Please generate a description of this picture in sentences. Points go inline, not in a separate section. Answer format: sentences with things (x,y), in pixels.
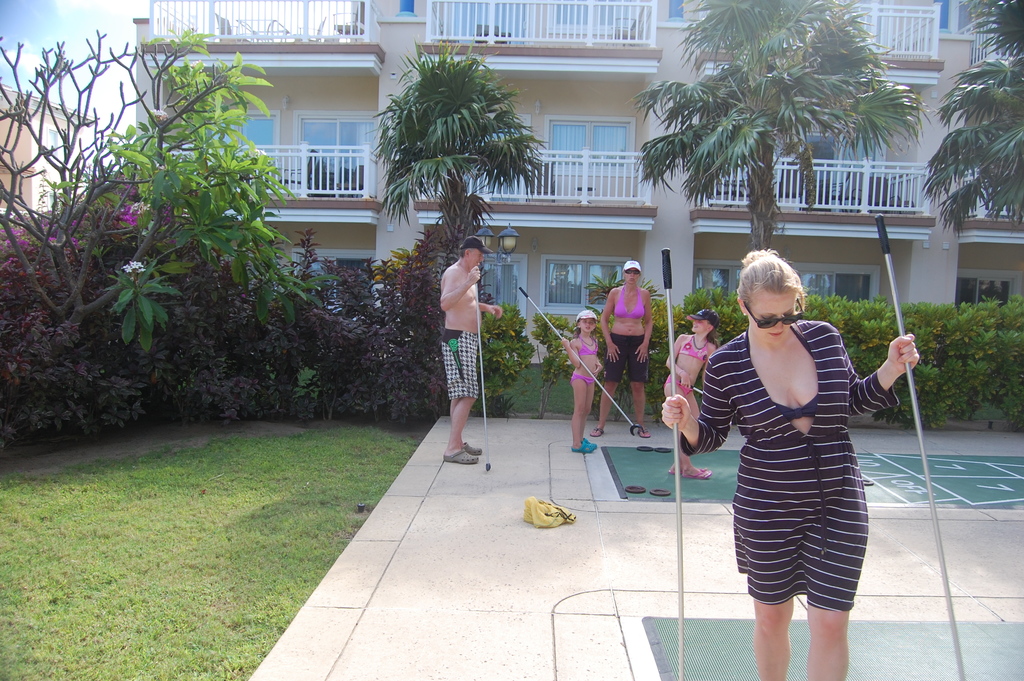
This is an outside view. Here I can see few people (648,350) are standing by holding some sticks (921,425) in the hands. On the left side (165,615), I can see green color grass (183,519). In the background (393,200) there are some trees (160,294), plants (990,333) and a building (527,39). On the top left corner of the image (38,16) I can see the sky (57,41).
